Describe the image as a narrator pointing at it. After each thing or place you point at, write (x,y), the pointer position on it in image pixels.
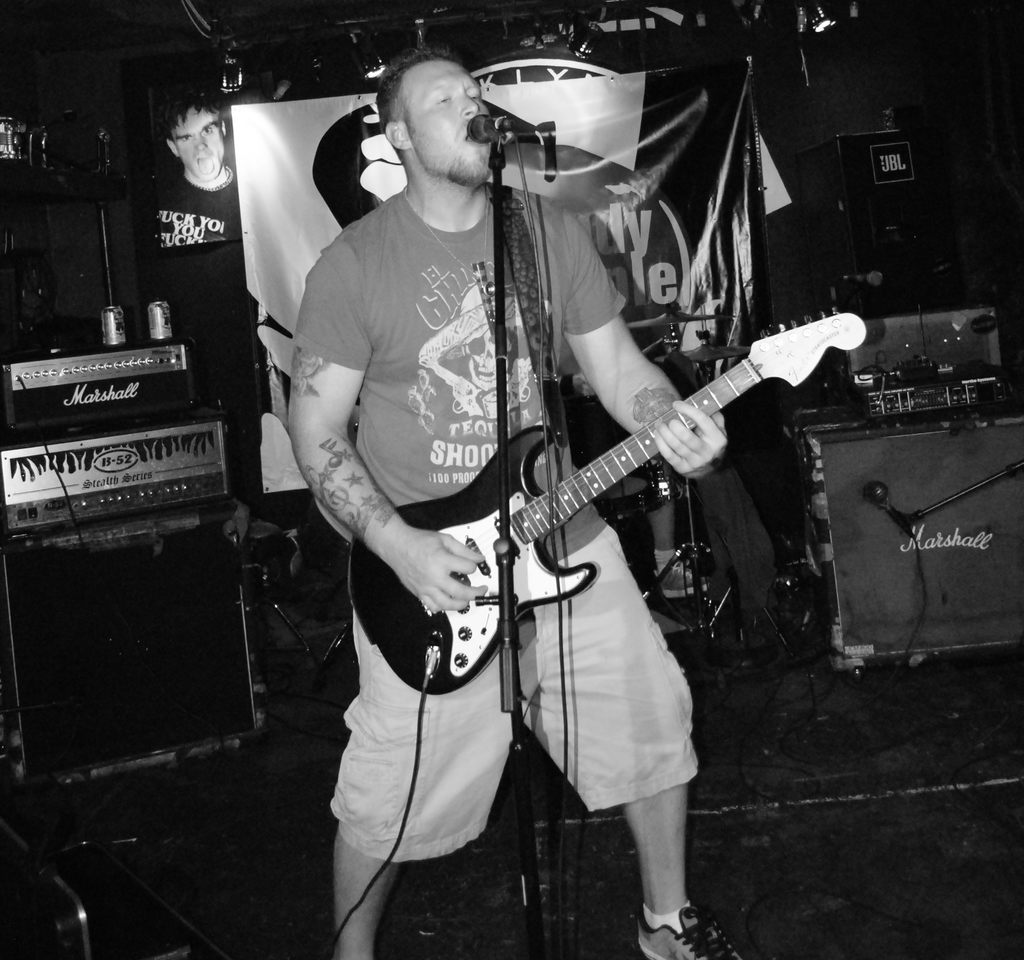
In this image i can see a person (627,593) standing and holding a guitar (486,526) in his hands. There is a microphone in front of him, and in the background (350,155) i can see a banner (350,197), and some musical system (130,350), and few lights (232,58).
